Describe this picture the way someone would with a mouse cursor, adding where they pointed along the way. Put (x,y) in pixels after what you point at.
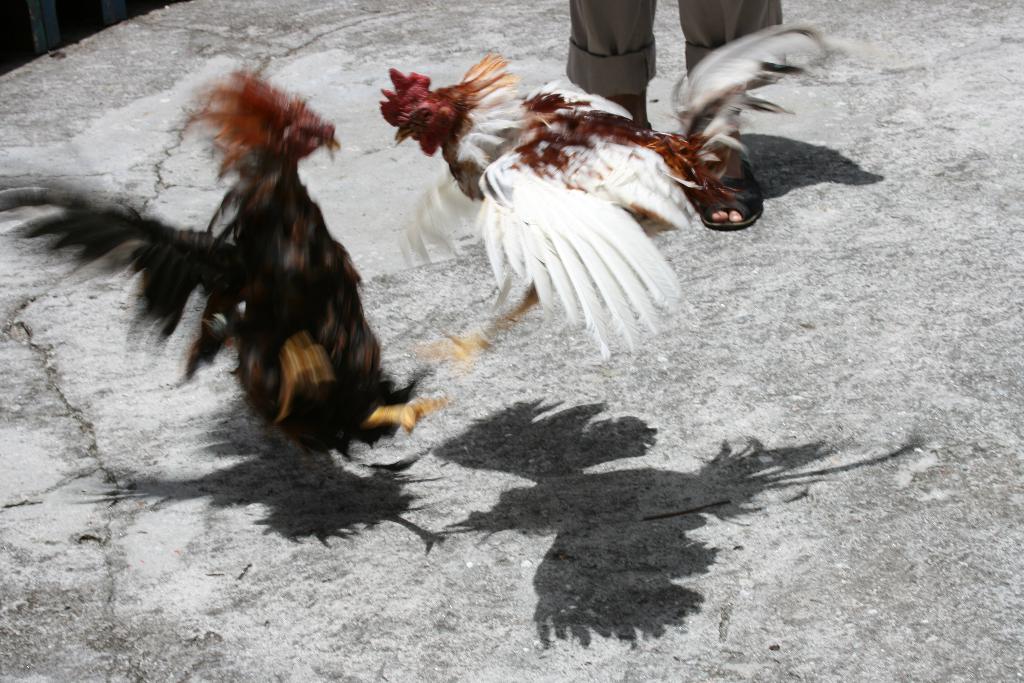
In this image in the center (410,249) there are two hens (335,320) fighting, and in the background (614,21) there is one person (642,28) standing. At the bottom (536,497) there is a walkway (683,338).
